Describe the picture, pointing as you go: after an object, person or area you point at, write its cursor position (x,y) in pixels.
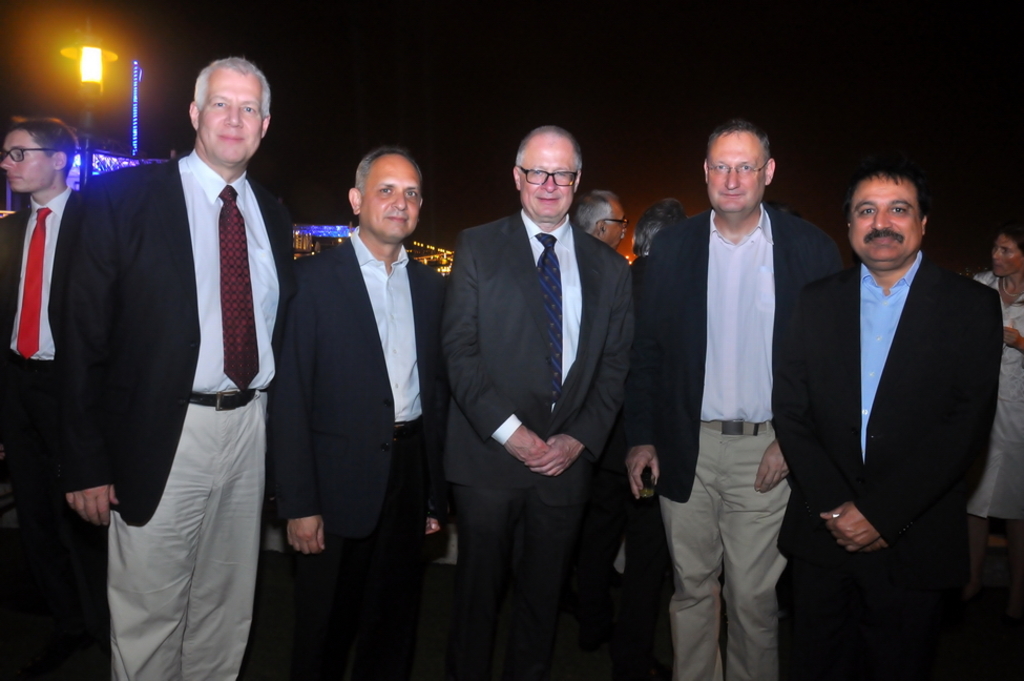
In the foreground of the picture (134,221) there are group of men (392,276) wearing suits (335,345). On the left (31,305) there is a person (38,300) standing. In the background (442,254) there are lights (331,225), buildings (105,158), pole (82,158) and other objects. In the center of the picture (646,241) there are people (617,220). At the top (462,31) it is sky (599,102), sky (486,102) is dark.
